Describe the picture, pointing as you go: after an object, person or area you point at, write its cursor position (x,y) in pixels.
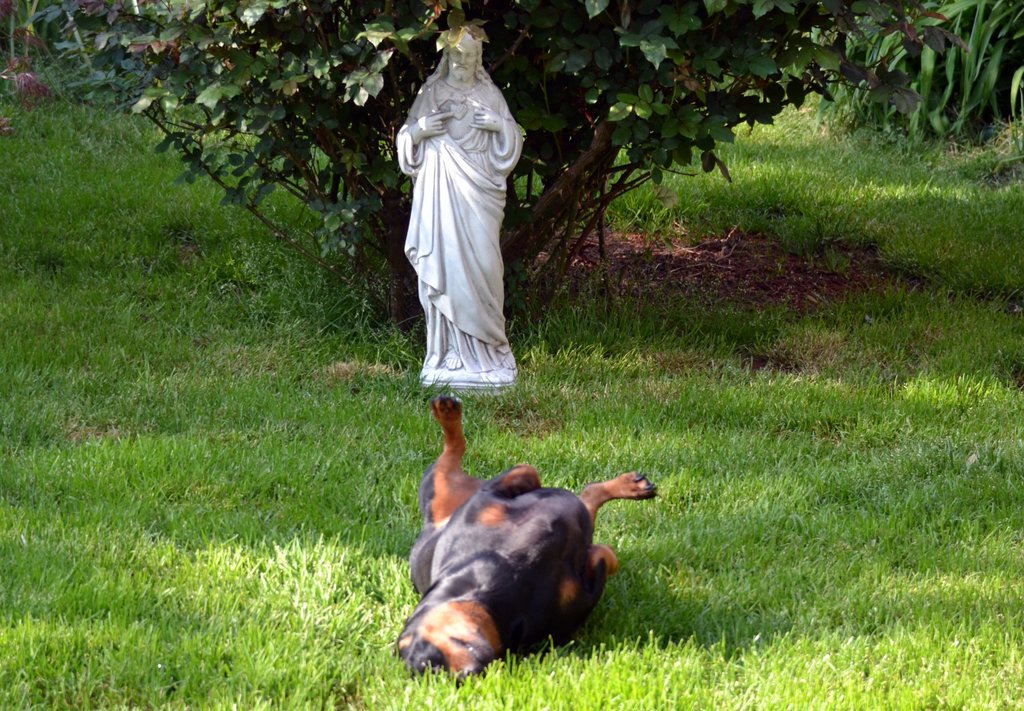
In this image we can see a statue (482,310) on the ground (613,331). We can also see a dog (455,671) lying on the grass field (564,669). We can also see some plants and a tree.
